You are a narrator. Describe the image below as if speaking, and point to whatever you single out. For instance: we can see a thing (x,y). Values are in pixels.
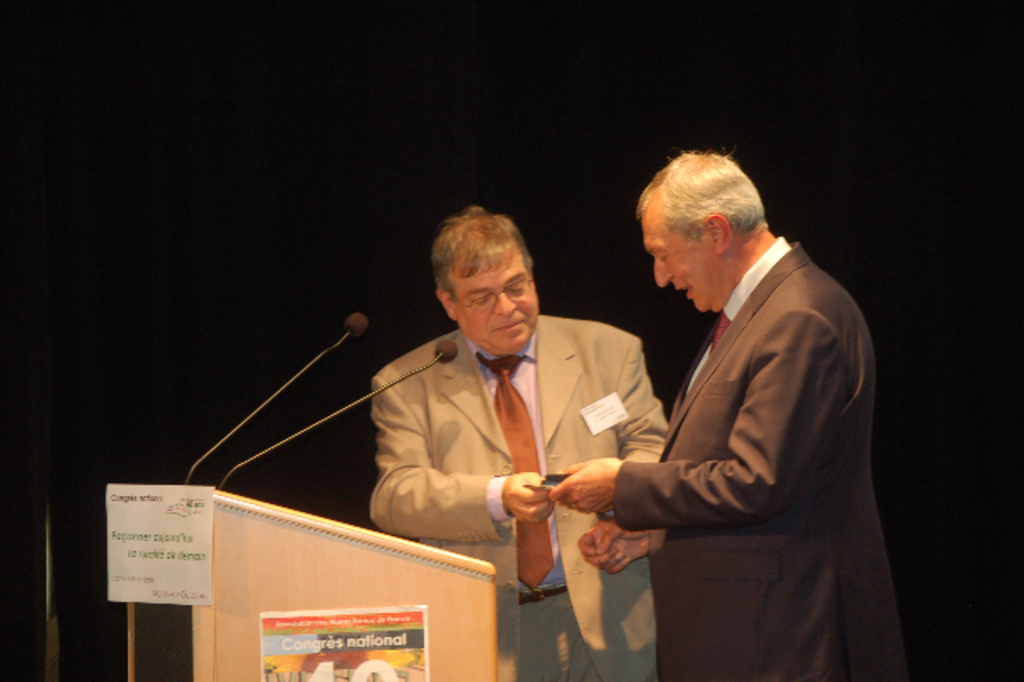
In the image we can see there are men (600,438) standing near the podium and there are mics (211,451) on the podium (341,549). The men (377,491) are wearing formal suit (372,505) and they both are holding a small object (541,488) in their hand (508,486).
